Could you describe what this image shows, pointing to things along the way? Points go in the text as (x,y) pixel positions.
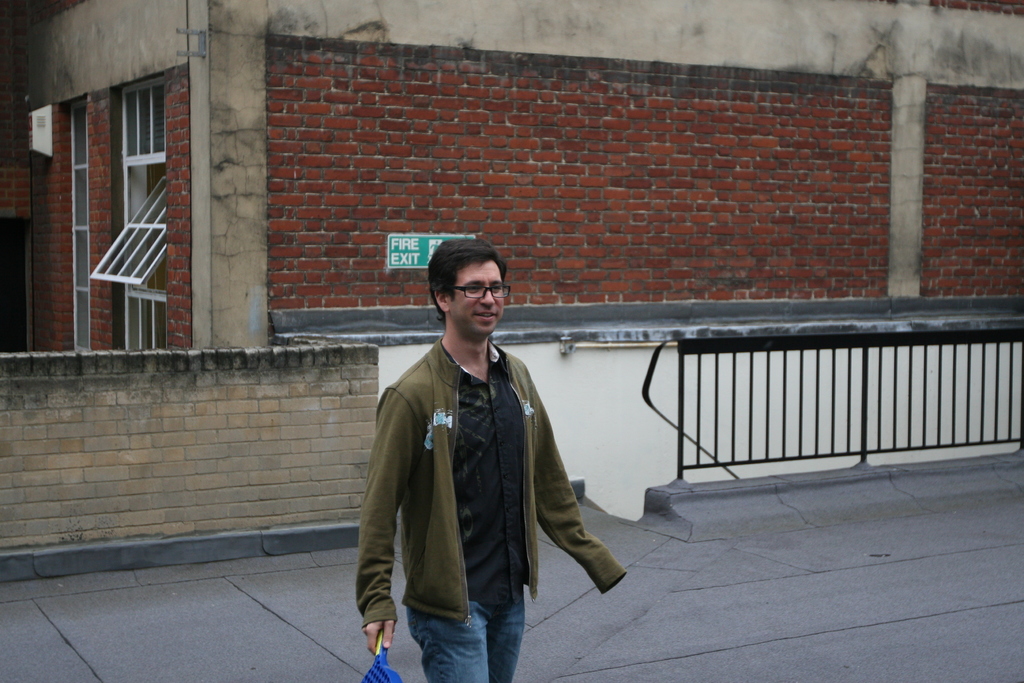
In the foreground of this image (485,415), there is a man (521,468) wearing coat (440,568) and holding an object (386,672). In background (948,354), there is the road (240,598), wall (274,471), railing (849,411), building (393,98) and a sign board (421,245) on it.
